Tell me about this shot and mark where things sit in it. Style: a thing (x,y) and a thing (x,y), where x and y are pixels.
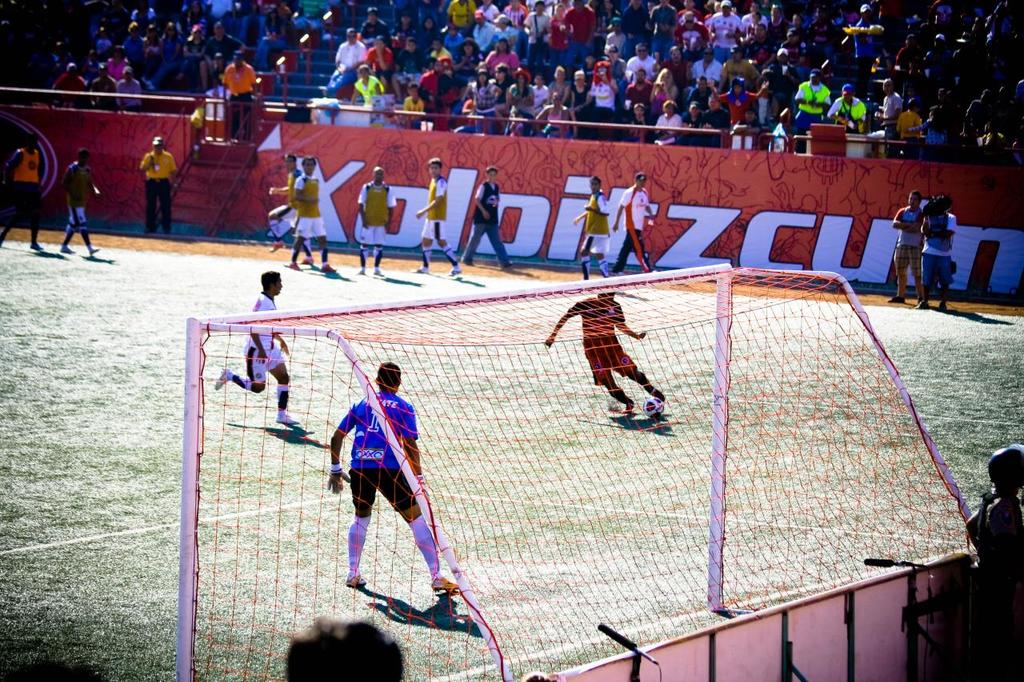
In the image we can see there are people (82,183) playing on the ground (259,266), they are wearing clothes (308,213), socks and shoes (443,577). This is a court (620,480), ball (658,412), grass (51,451), poster (772,227) and there are many people (648,65) wearing clothes (387,74) and they are sitting, these are the stairs (300,90).
